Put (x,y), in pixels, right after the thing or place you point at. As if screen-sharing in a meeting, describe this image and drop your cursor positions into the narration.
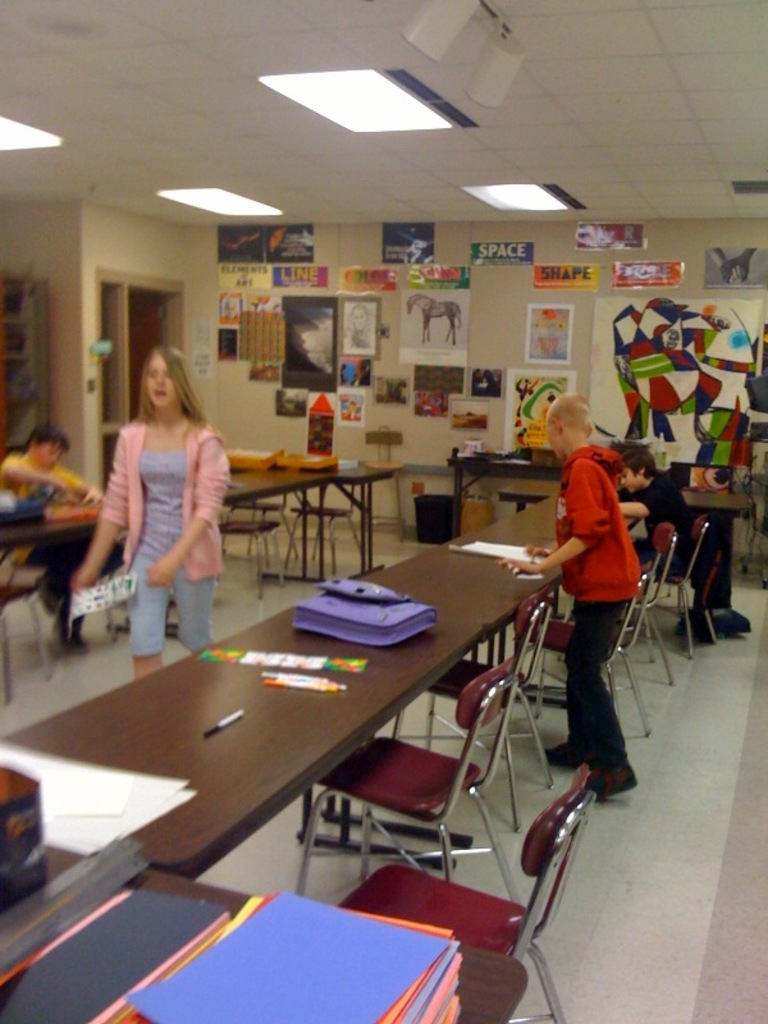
In this image, There is a table (469,602) which is in brown color, There are some chairs (485,702) which are in red color, There are some people (76,635) standing, In the background (356,323) there is a wall (328,285) which is in white color there are some pictures (428,342) pasted, In the top (199,62) there is a white color roof (264,123).
